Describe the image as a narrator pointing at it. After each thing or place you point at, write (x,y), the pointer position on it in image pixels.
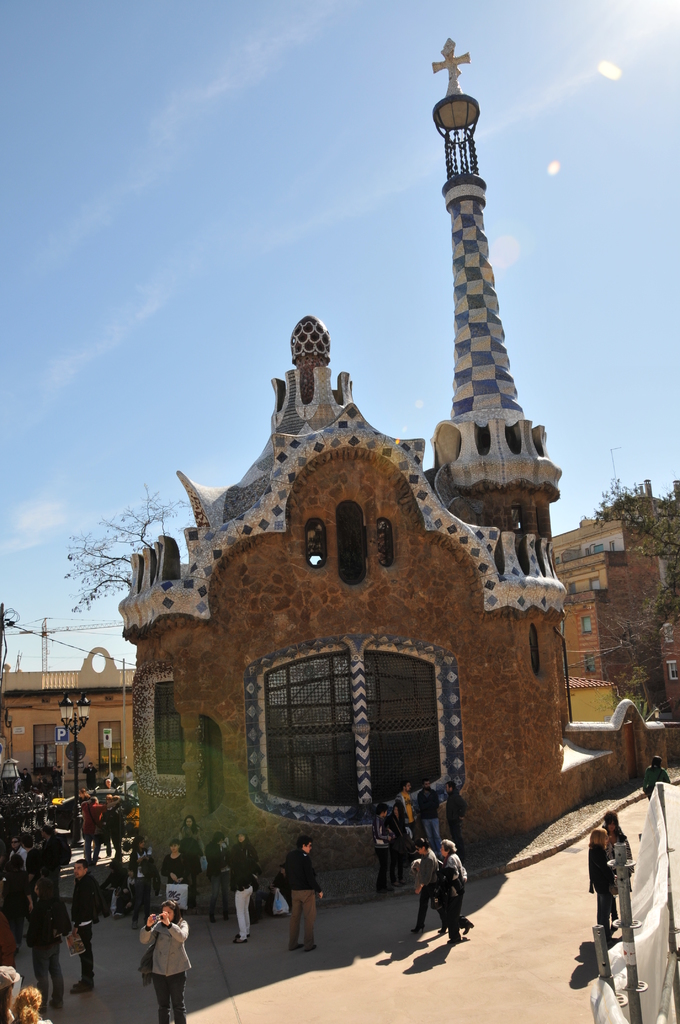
In this image we can see people (38,996), poles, cloth (648,843), boards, buildings (372,666), and trees (678,497). In the background (426,337) there is sky (645,142).
